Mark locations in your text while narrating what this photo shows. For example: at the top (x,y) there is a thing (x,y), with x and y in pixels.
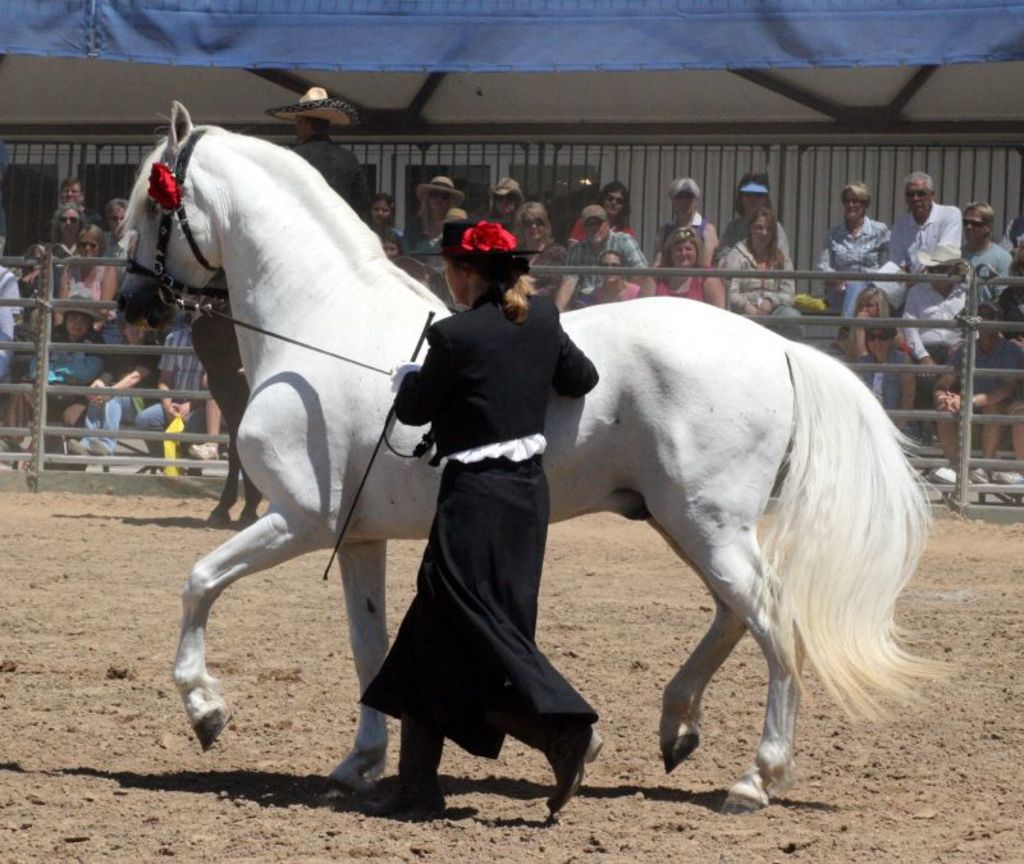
In the foreground of the picture (429,447) there is a woman (416,417) holding a horse (328,456). At the bottom (157,766) there is soil (746,742). In the center of the picture (600,294) there is a person (350,152) sitting on the horse (217,361) and there are people (725,237), railing (978,325), tent (588,24) and a building (595,166).
